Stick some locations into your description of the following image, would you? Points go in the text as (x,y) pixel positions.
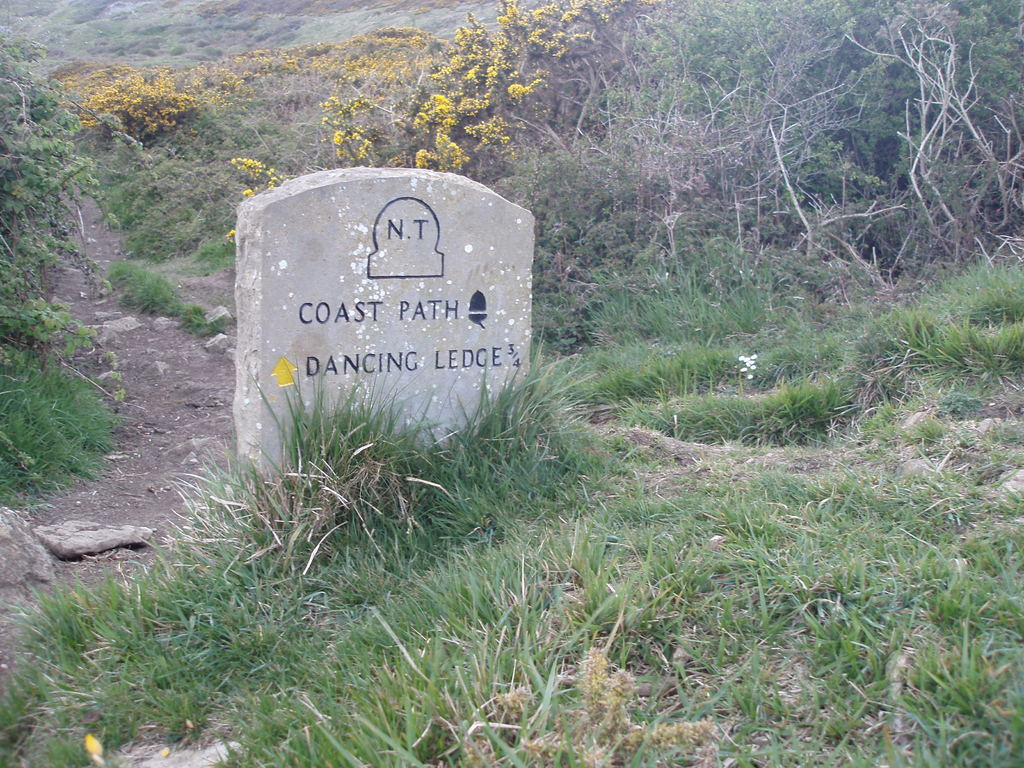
This picture might be taken from outside of the city. In this image, we can see a stone (417,373), on that stone (368,335), we can see some text (373,315) written on it. On the right side (841,66), we can see some trees (924,156). On the left side (86,152), we can see some trees (40,191). In the background (208,105), we can see some trees (328,51) with flowers (492,68) which are in yellow color, at the bottom (378,547) there is a grass (379,452) and a land (160,543) with some stones (15,519).
